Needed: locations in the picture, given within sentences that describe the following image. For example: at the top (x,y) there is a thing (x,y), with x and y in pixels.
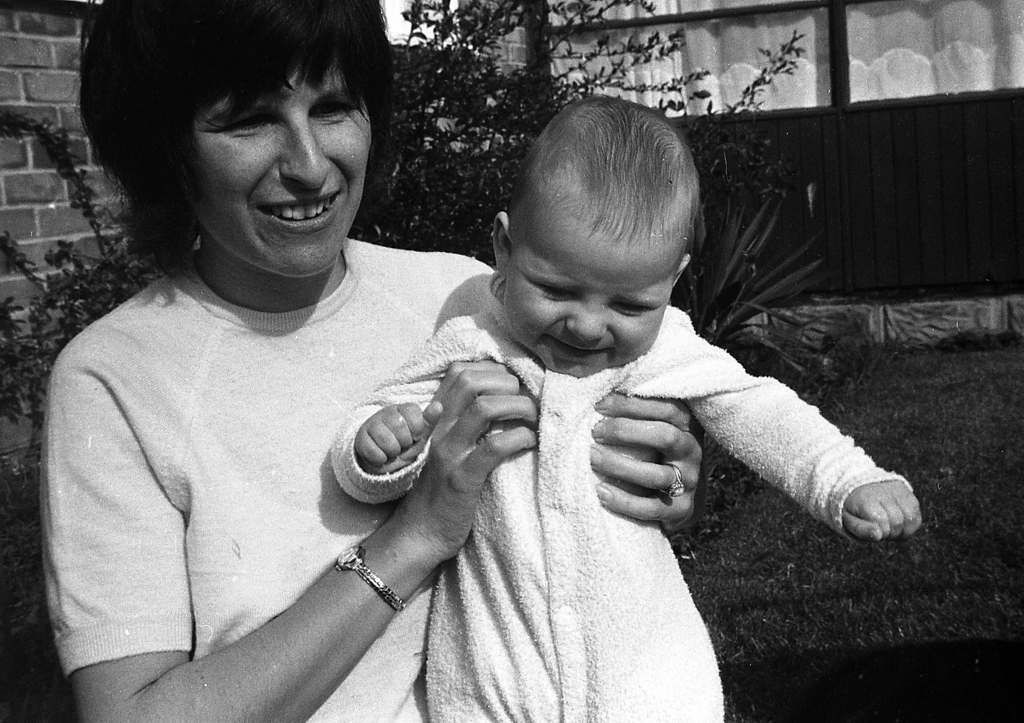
In this picture I can observe a woman (305,452) holding a baby (566,359) in her hands (488,471). Both of them are smiling. In the background (474,230) I can observe some plants (434,162). This is a black and white image.
